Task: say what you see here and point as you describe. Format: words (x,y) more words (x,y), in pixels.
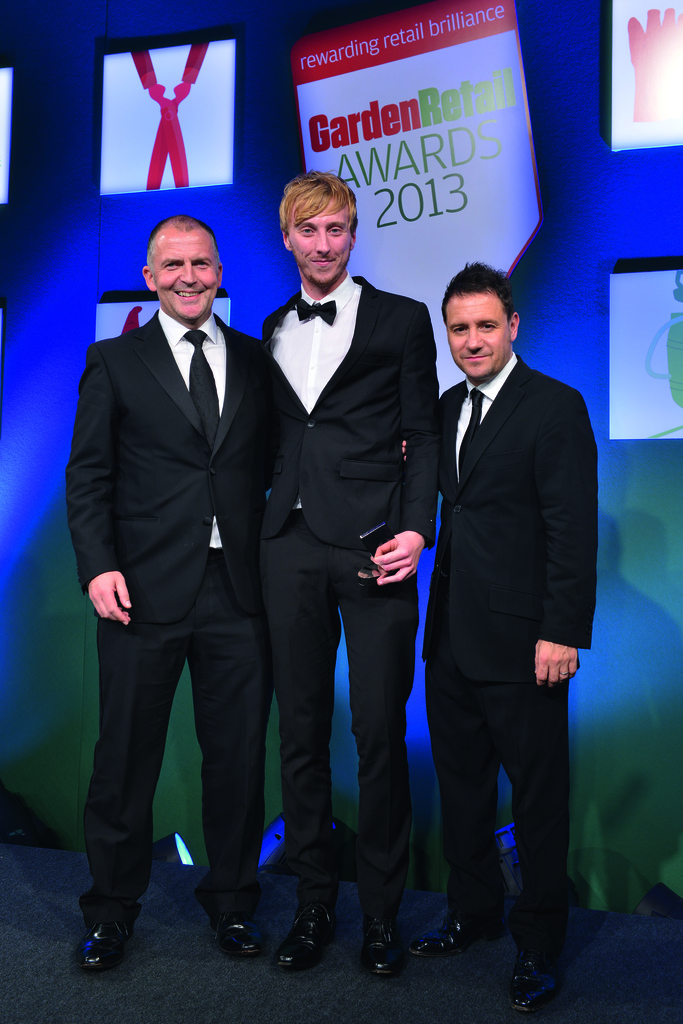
In this image there are persons (414,537) standing and smiling. In the background (419,125) there is a banner (312,150) with some text (358,158) written on it.
